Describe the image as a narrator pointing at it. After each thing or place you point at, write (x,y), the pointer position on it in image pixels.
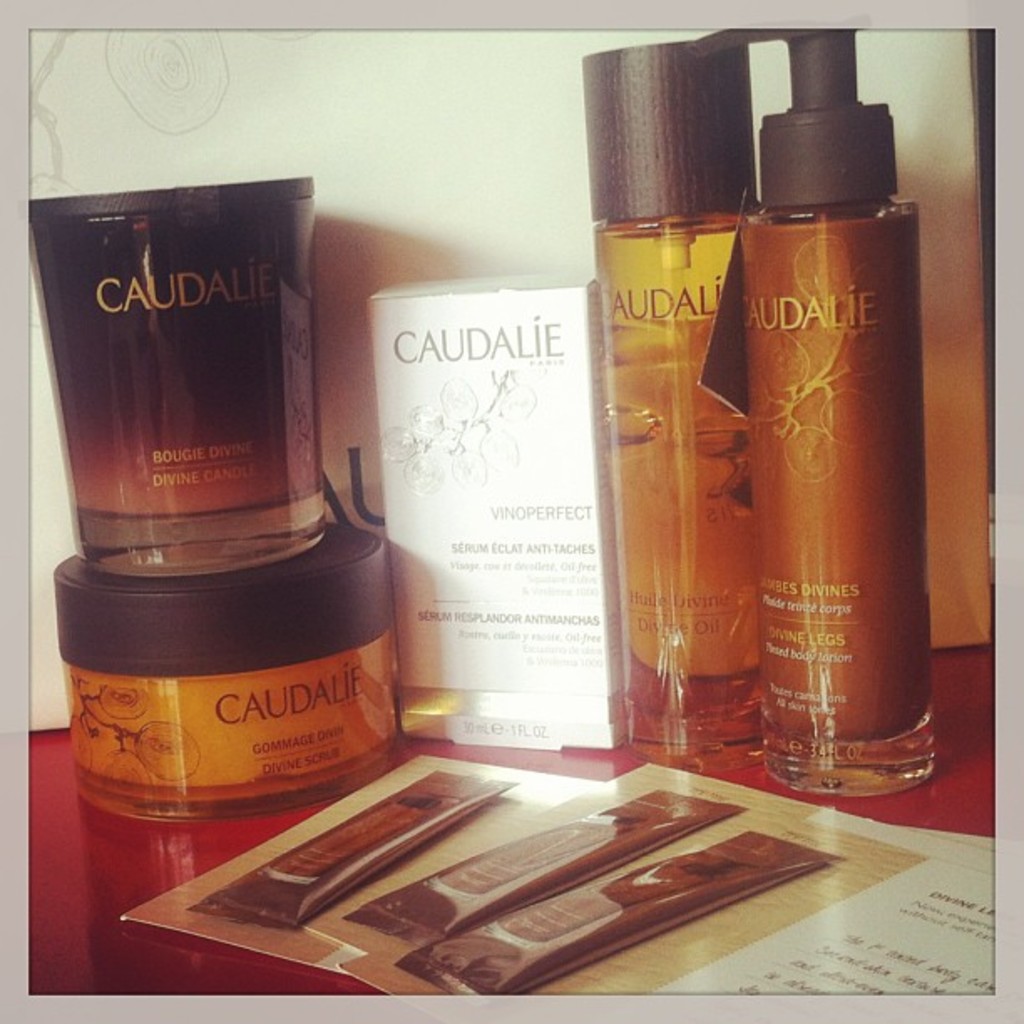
In the picture we can see a face wash cream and some bottles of oil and lotion (877,670) and some packets of cream (586,823) are placed on the table (953,670).
